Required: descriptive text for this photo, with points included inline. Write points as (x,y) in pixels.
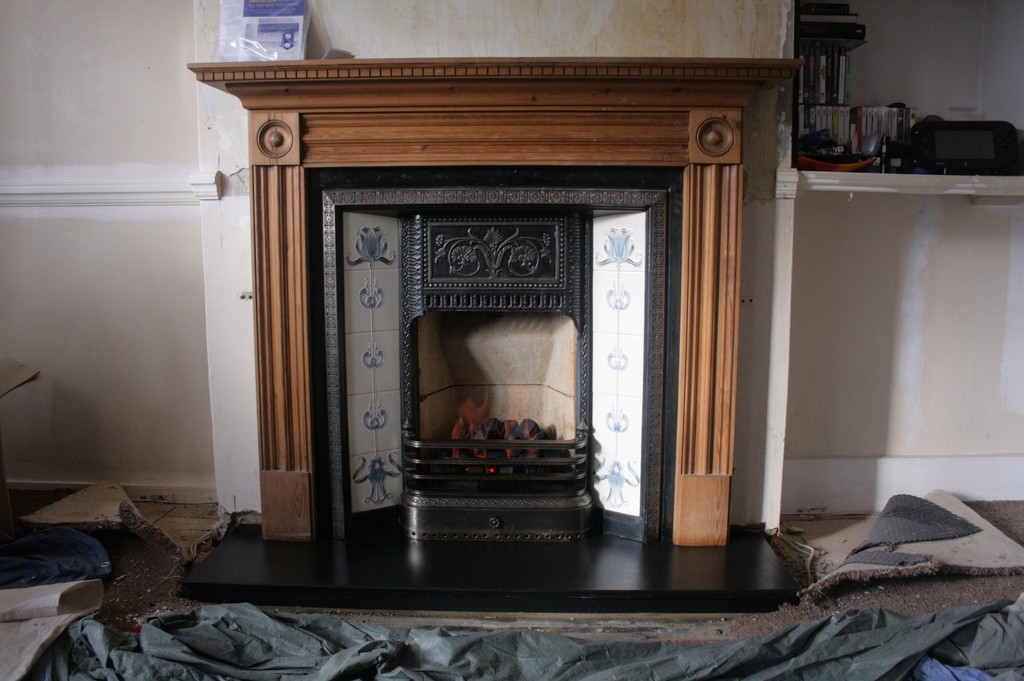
In the picture we can see a wall (179,387) with a fireplace (739,585) and a wooden frame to it and besides, we can see a rack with something placed on it and on the floor (709,636) we can see a floor mat (496,664).
